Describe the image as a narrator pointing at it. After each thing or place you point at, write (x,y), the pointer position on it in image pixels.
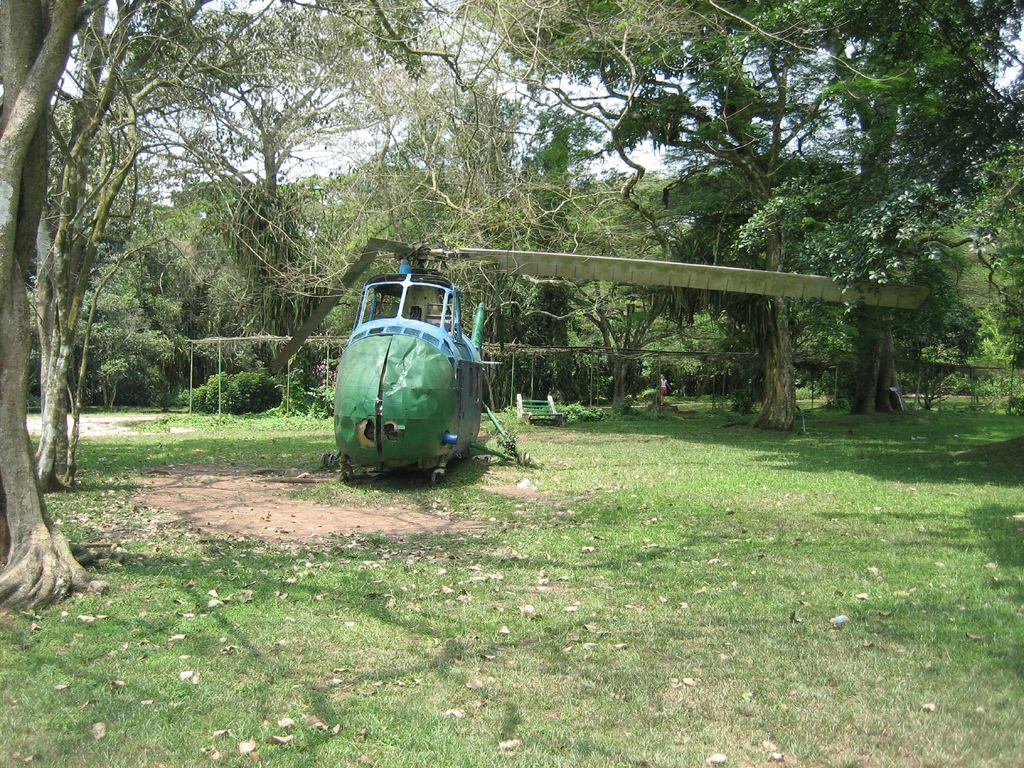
In this picture I can see a helicopter (455,441), there is a bench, there are plants (296,400), grass (840,472), there are trees (11,451), and in the background (351,141) there is sky (803,135).
